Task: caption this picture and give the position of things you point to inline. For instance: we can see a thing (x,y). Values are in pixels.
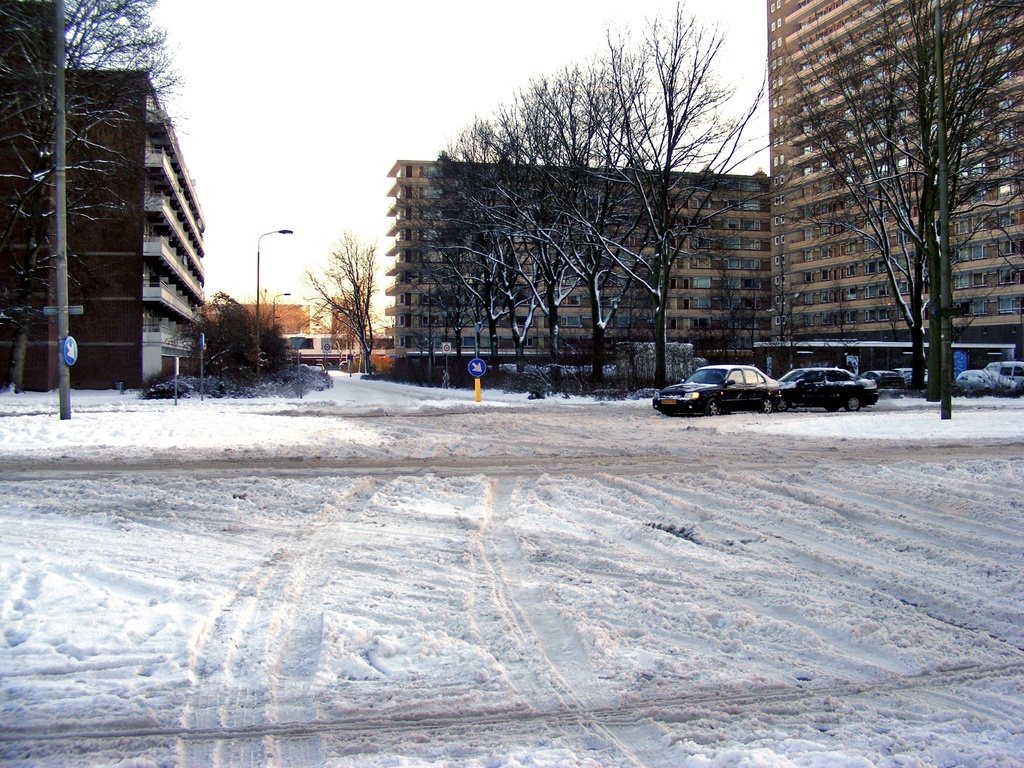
In this picture we can see vehicles (1010,368) on the snowy road (268,525) with poles (58,13), trees (637,166) and buildings (797,135) on either side.
